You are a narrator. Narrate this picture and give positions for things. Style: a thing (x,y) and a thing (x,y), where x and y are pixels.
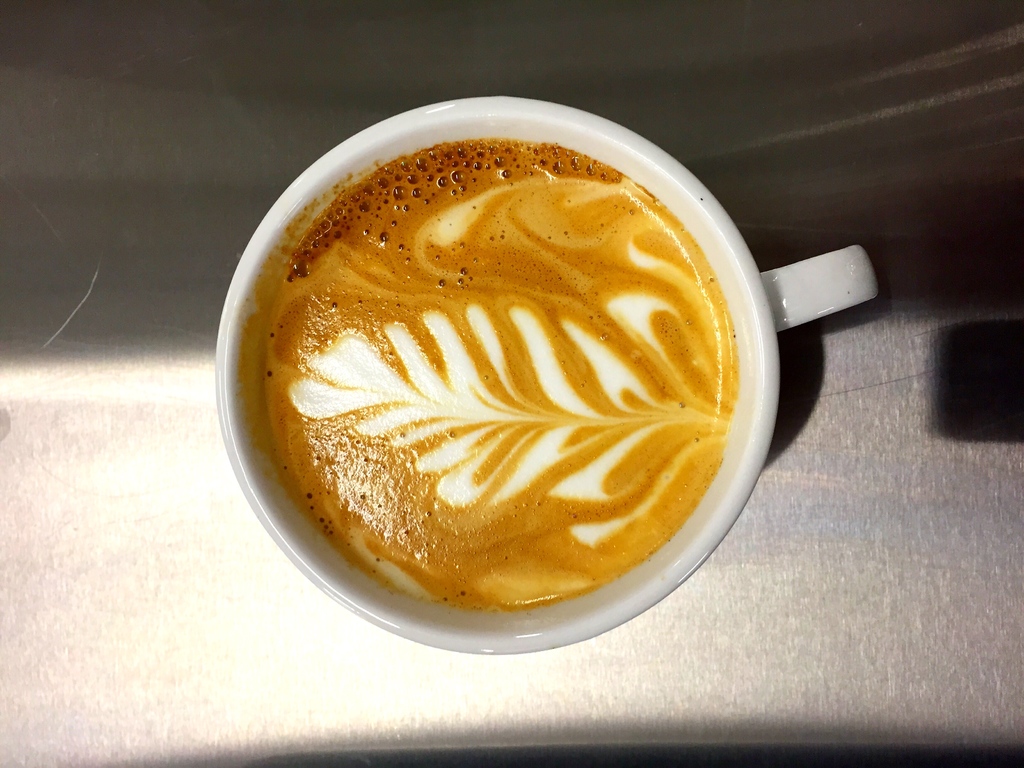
In this picture I can see there is a cup of coffee (411,393) placed on a surface (903,559).
